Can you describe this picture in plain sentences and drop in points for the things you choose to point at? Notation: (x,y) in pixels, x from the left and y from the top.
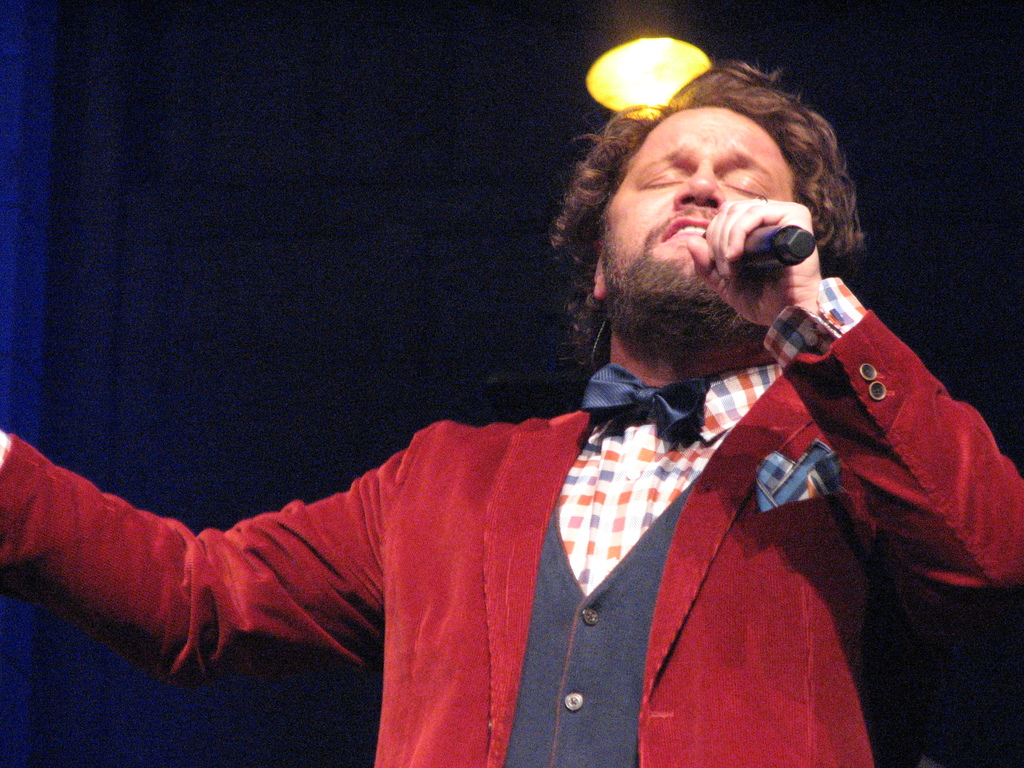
In this image In the middle (600,299) there is a man (663,597) he wear red suit (472,544) and check shirt (643,495) he is singing. In the background (693,57) there is a light (607,64).
